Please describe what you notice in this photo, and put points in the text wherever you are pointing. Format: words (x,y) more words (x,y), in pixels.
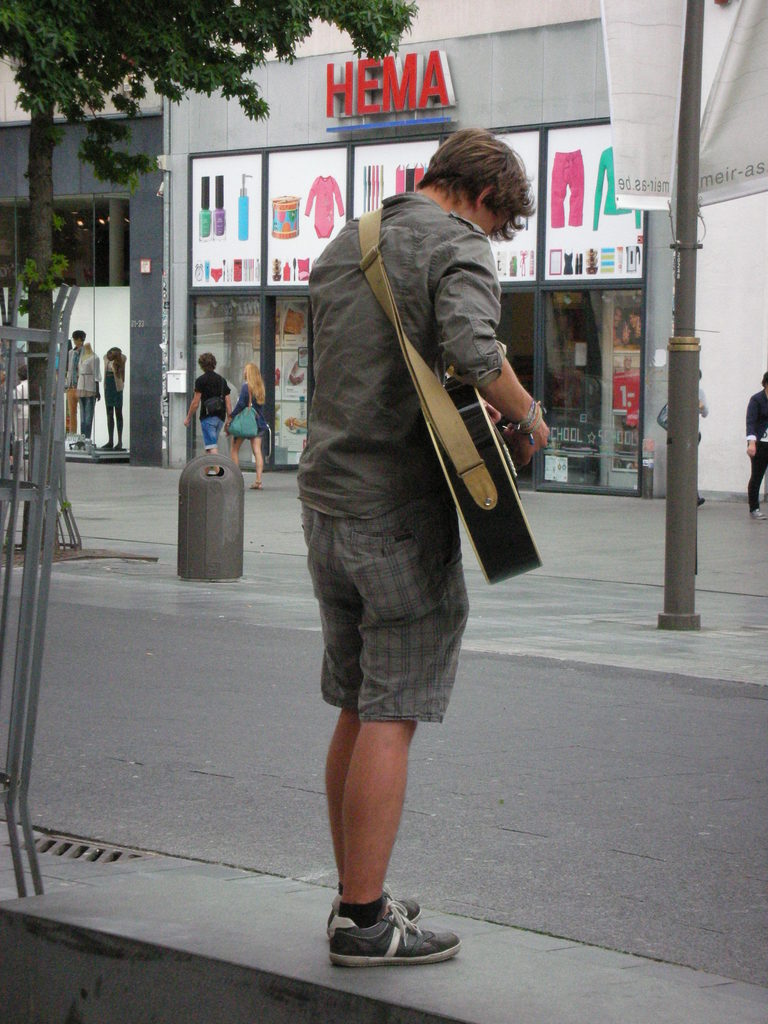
This image is taken outdoors. At the bottom of the image (152,684) there is a road (575,853). In the middle of the image (490,352) a man (402,373) is standing on a ledge (332,980) and he is playing music with a guitar (438,458). In the background (243,359) there is a building (710,336) with walls (197,146) and doors (293,339). There are two stores (109,309) with a few things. There are three mannequins (86,396). There is a text (435,65) on the wall (295,87) and there are a few boards (302,223) with images (580,216) on it. A man (217,385) and a woman (242,437) are walking on the road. On the left side of the image (19,758) there is a railing (38,656) and there is a tree (99,66). On the right side of the image (688,185) there is a pole (689,171) and there is a banner (663,129) with a text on it. A person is standing on the road (742,509).
